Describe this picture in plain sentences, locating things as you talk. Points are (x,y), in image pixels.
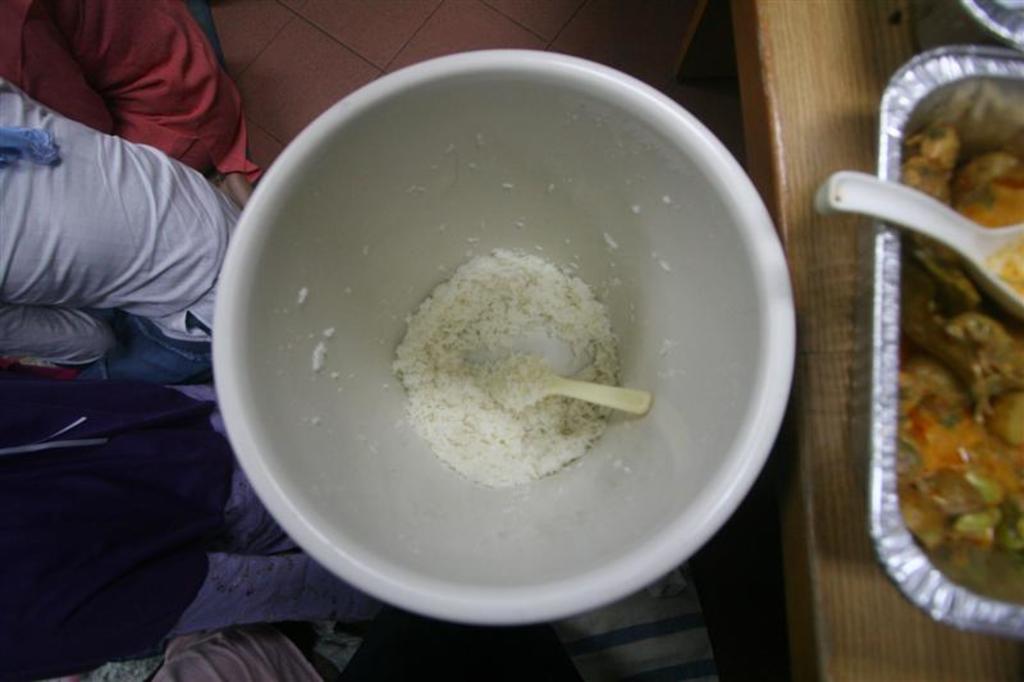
In this image there is a bowl (419,406) of rice (509,299) with a spoon (546,389) in it, to the left of the bowl (438,193) there is a person (190,305) sitting, to the right of the bowl (791,353) on the table (814,111) there is another curry (944,264) in a tray (892,150).
